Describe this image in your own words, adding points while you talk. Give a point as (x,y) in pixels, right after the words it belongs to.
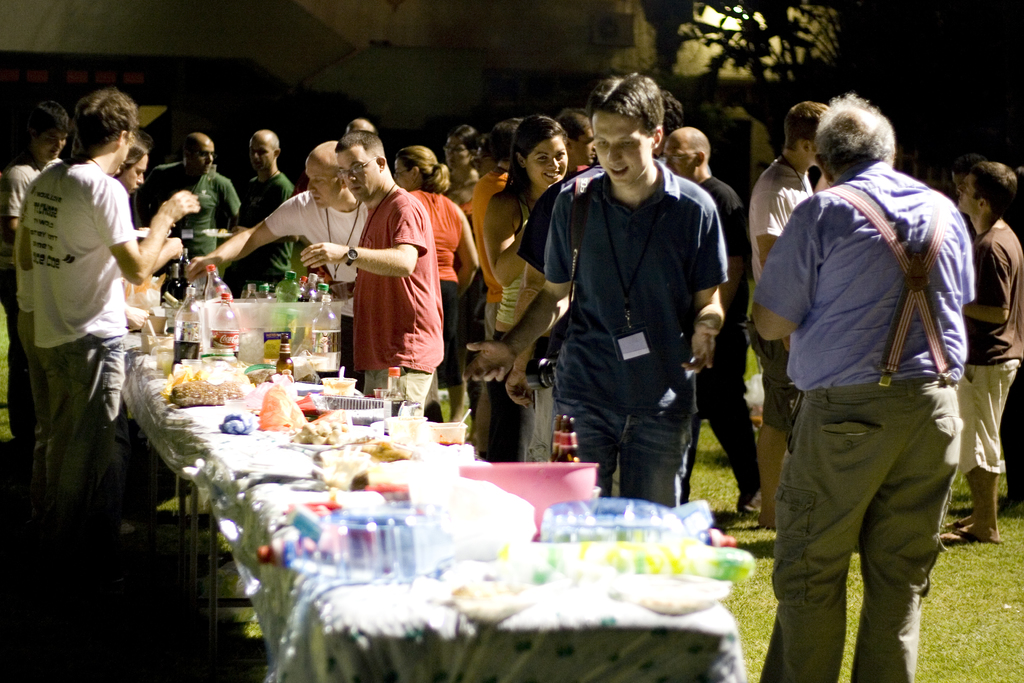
In this image we can see a group of people (912,470) are standing on the ground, in front (258,511) here is the table (214,418), and food items (375,467) on it, here are the bottles (313,343), and some objects (264,426) on it, here is the tree (787,73).
